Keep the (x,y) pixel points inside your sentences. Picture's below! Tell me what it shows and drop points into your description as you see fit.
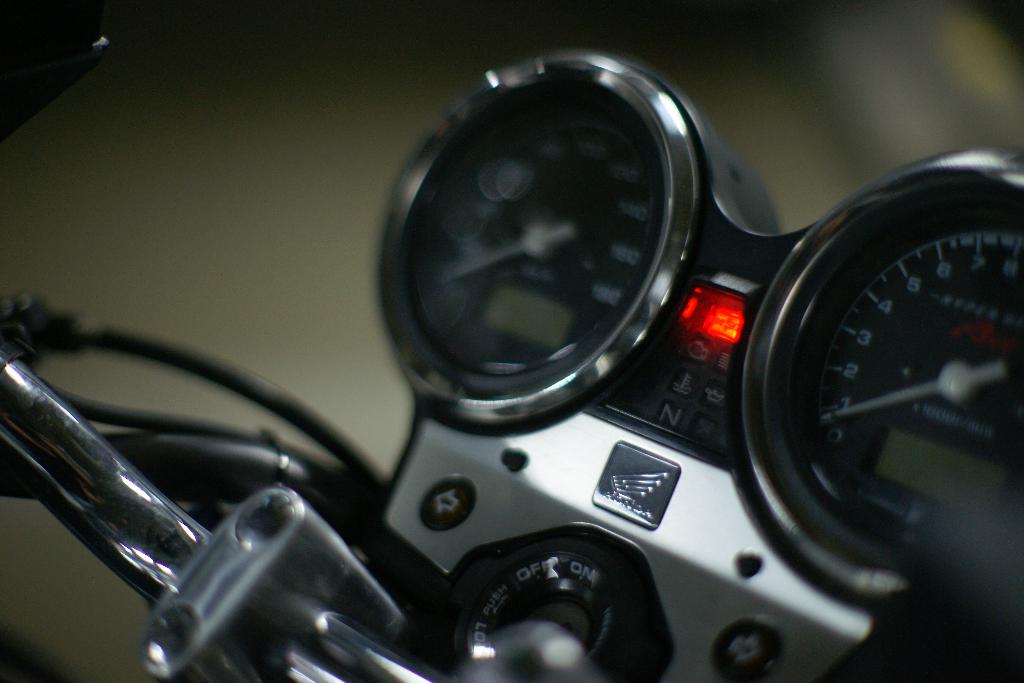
A picture of a motorbike gauges (835,404). Background (313,164) it is blur.
